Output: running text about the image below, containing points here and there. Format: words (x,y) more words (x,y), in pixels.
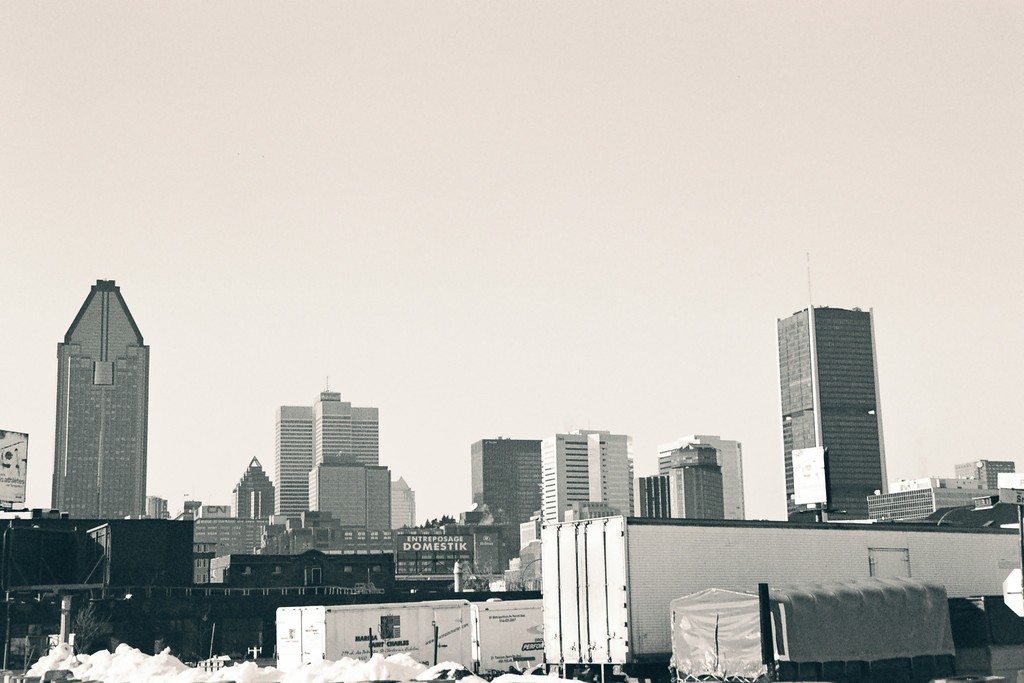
In this picture, it seems to be there are sacks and containers (551,612) at the bottom side of the image (615,617) and there are buildings (61,430) in the background area of the image (386,547), there is a poster (427,543) in the center of the image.
